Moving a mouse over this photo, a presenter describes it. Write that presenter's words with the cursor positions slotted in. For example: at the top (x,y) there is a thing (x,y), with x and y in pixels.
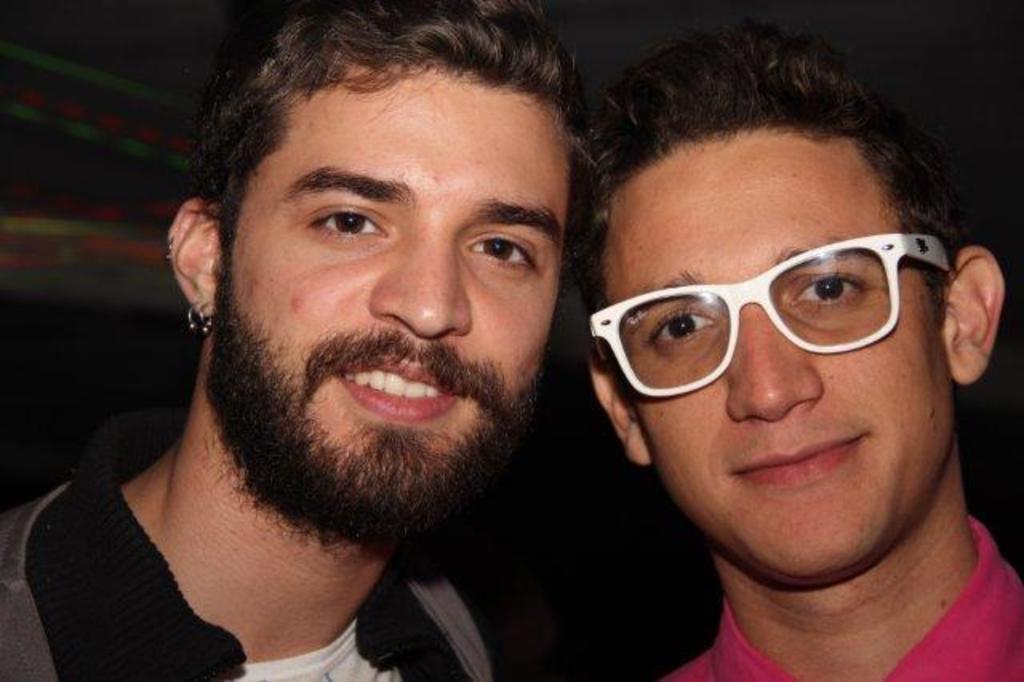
In this picture, there are two men (426,521). One of the man (323,573) is wearing a grey jacket (432,651), another man (851,594) is wearing a pink shirt (993,577) and spectacles (674,377).
